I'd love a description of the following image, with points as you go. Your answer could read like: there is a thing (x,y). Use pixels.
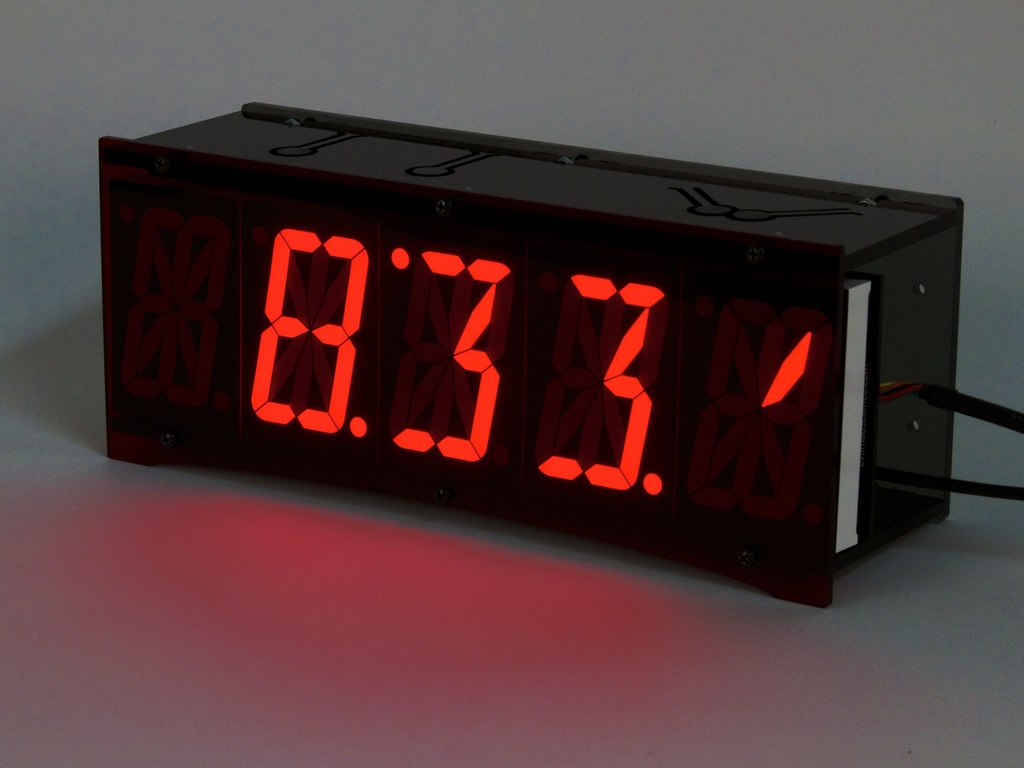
In this image there is an object (653,443) which is black in colour with some numbers (775,385) displaying on it and there are wires (981,406).
